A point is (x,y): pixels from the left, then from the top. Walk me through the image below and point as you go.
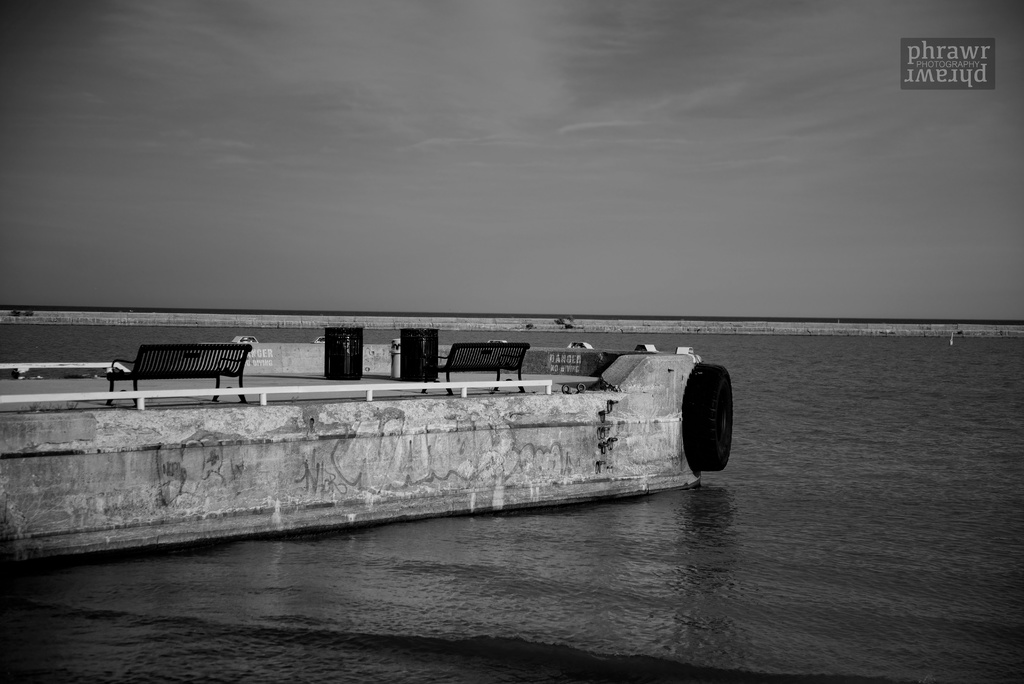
In this image there is a river (681,522), beside the river (811,482) there is a tire (703,409) on the concrete platform (424,443) and there are two trash cans (419,367) and two benches (164,368) on it, in the background of the image (641,329) there is a concrete fence (625,329), at the top right of the image (928,83) there is a logo (935,70) and clouds (556,162) in the sky (265,182).
